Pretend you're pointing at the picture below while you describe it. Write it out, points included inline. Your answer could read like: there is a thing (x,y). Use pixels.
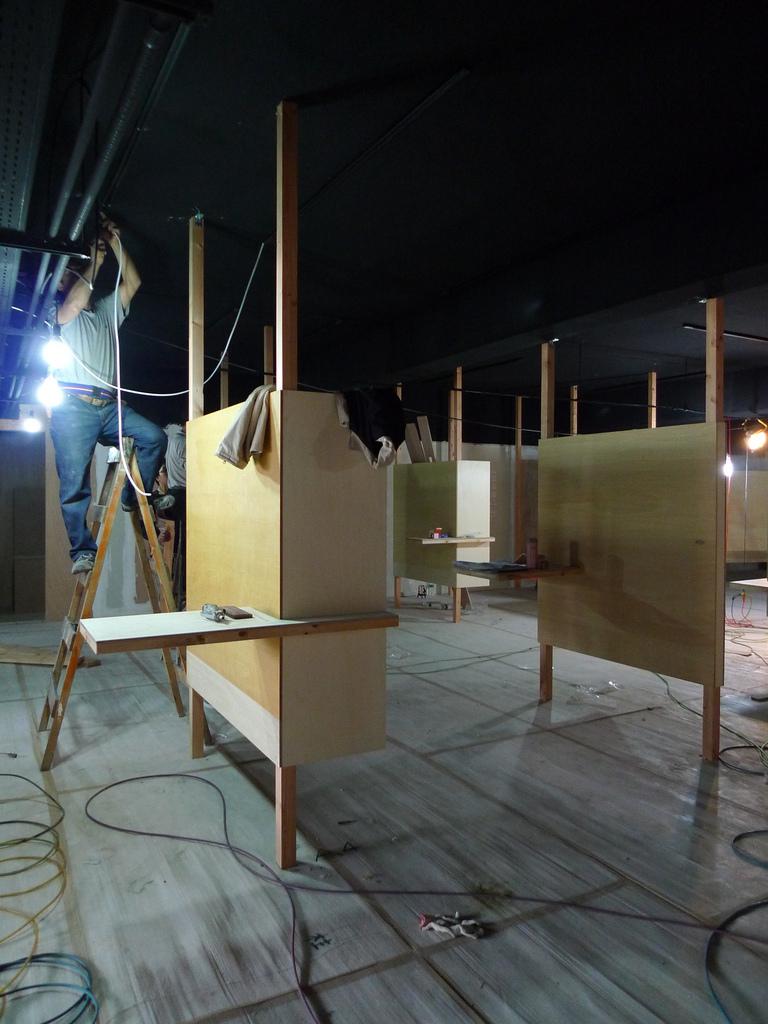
This image consists of some tables (315,631). There are clothes (366,426) in the middle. There is a person (82,322) on the left side (85,534). He is fixing something. There are lights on the left side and right side. There are wires (224,804) at the bottom (13,882).
